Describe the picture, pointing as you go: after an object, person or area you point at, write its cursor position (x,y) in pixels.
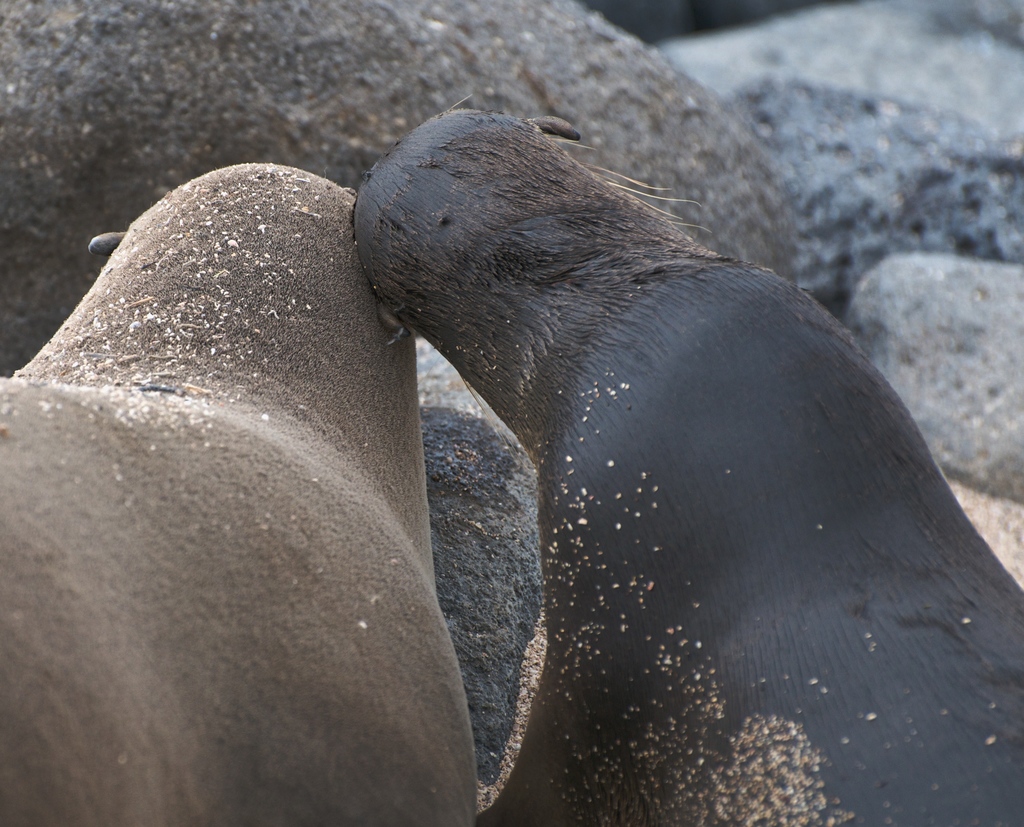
In this image we can see two animals (54,635). In the background (712,57), we can see rocks (830,39).
